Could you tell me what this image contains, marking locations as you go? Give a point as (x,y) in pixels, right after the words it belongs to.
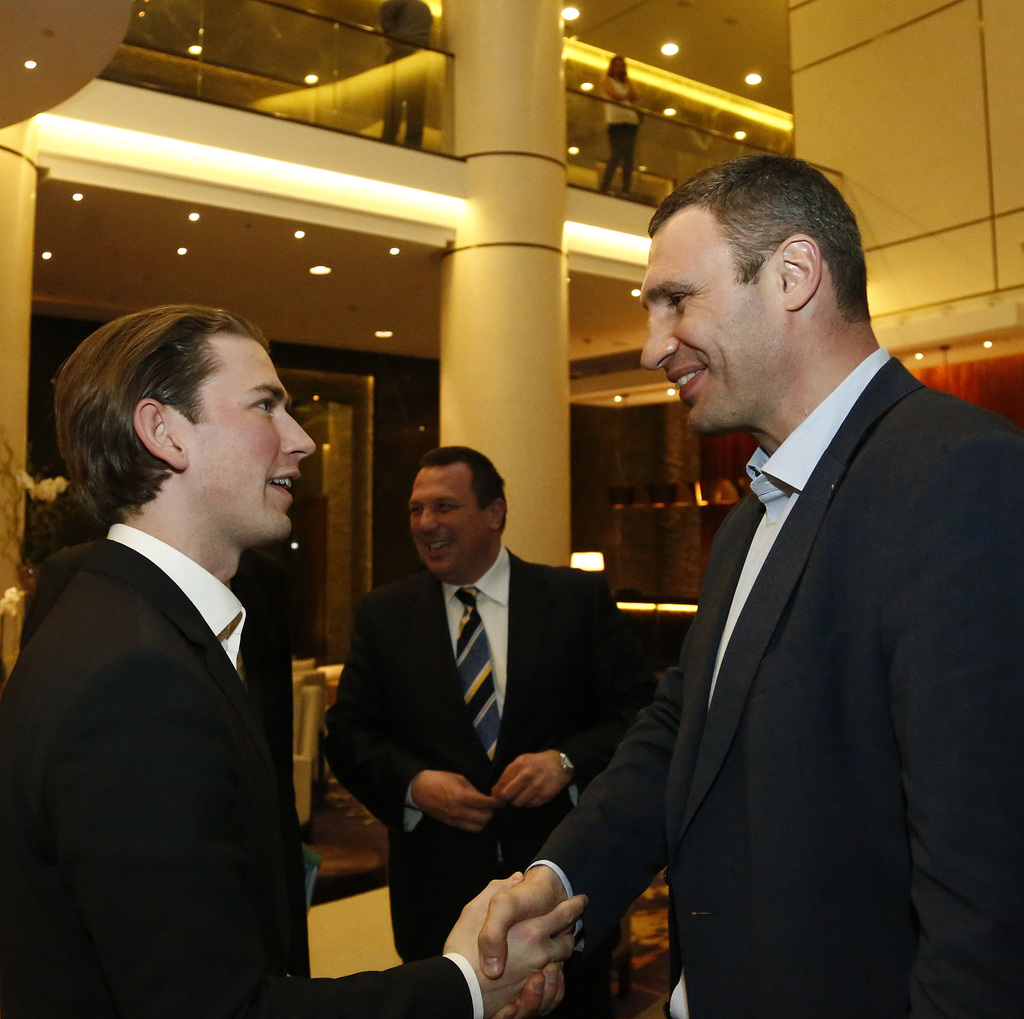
In this picture, we can see a few people (769,829), among them two are shaking their hands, we can see the roof (566,7) with lights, and we can see pillars (14,472), and an object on the left side of the picture (15,436).
